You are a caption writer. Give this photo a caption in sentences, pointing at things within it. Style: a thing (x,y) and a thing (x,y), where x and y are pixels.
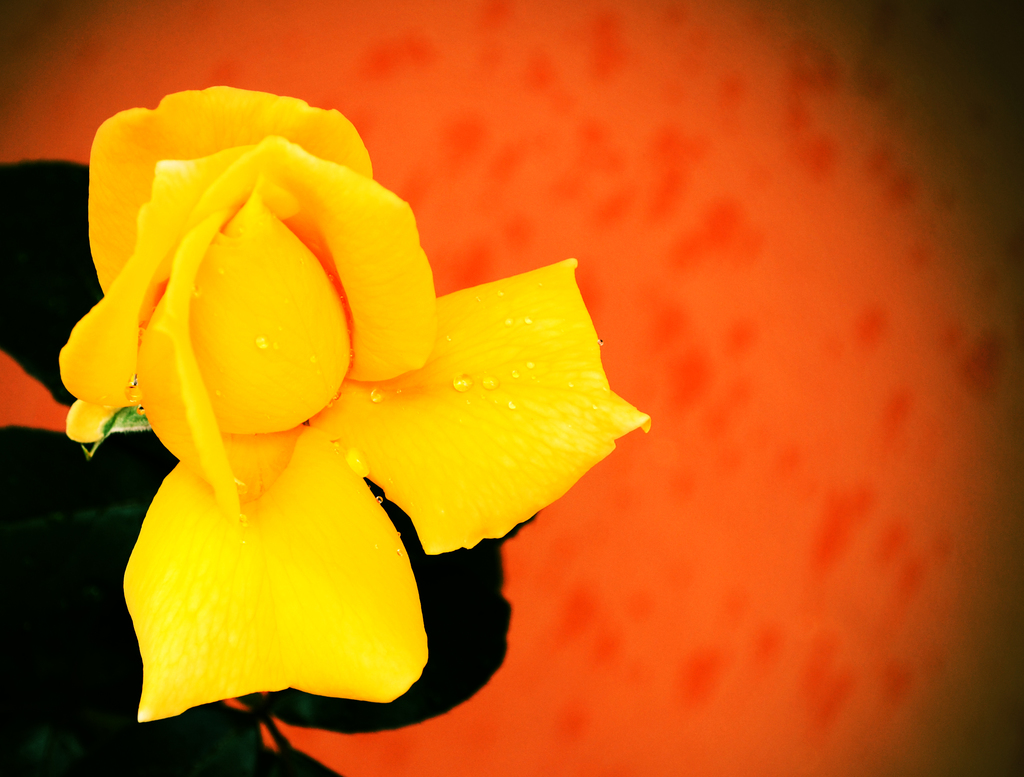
In this image in the foreground (121,346) there is a yellow color rose flower (296,306) and there are some leaves (447,571), and there is a color background (840,541).
